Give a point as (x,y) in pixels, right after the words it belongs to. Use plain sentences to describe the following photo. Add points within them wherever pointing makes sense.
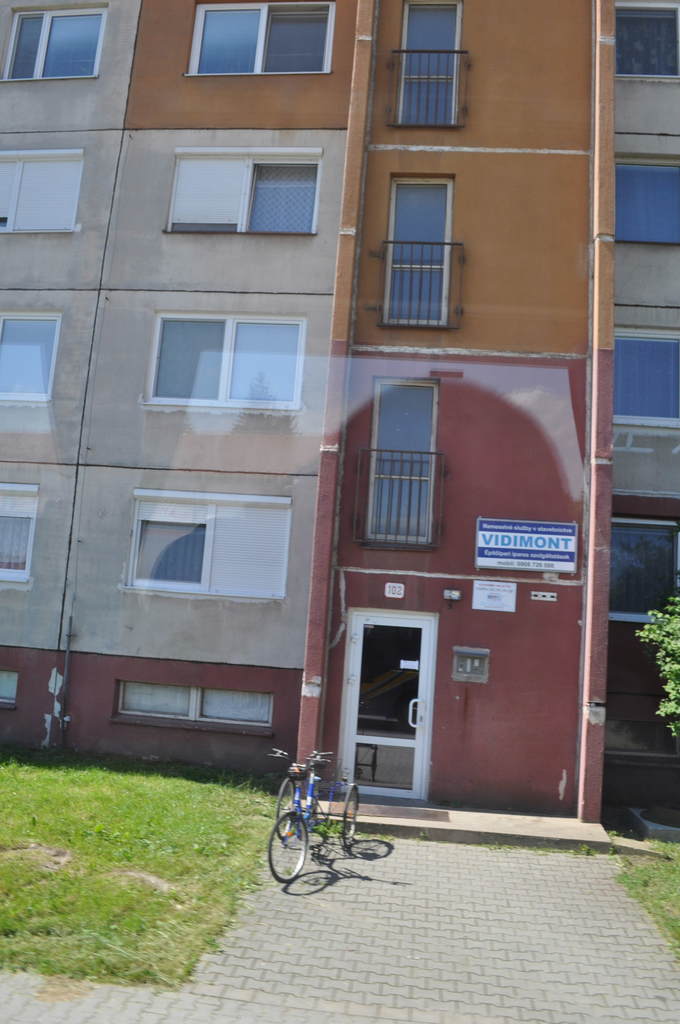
There are bicycles (306,800) parked on the road (282,947). On both sides of this road (349,938), there is grass (650,879) on the ground (673,918). In the background (634,205), there is a building (118,216) which is having glass windows (241,365) and a hoarding (550,555) on the wall (542,510).
